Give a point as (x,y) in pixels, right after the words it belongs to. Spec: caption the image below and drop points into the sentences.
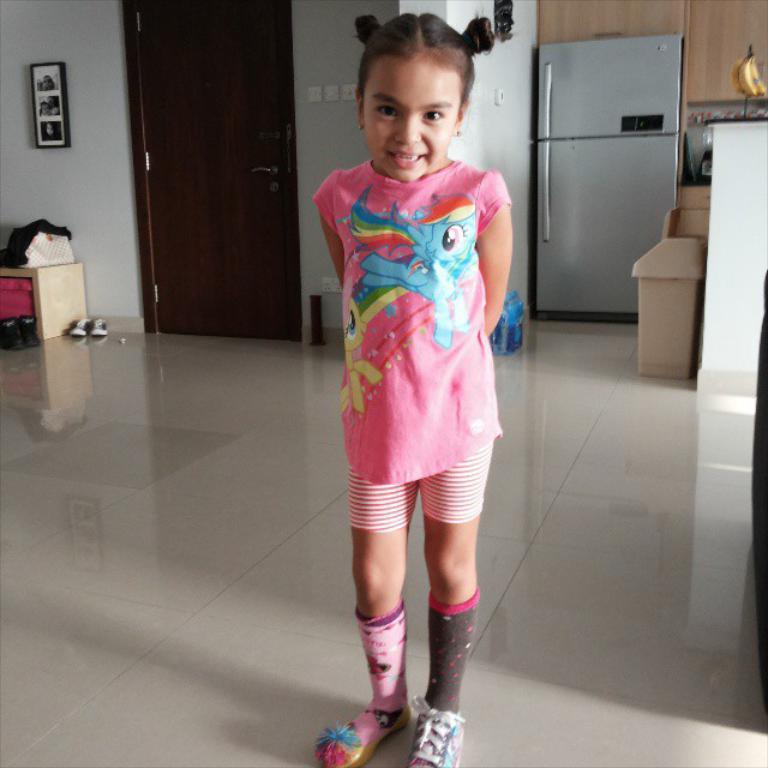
In this image I can see a girl (417,347) standing and wearing pink dress (355,318). Back I can see a door (175,251), fridge (559,118), shoes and some objects (643,328) on the floor (255,485). The frame (44,132) is attached to the wall (90,142).
